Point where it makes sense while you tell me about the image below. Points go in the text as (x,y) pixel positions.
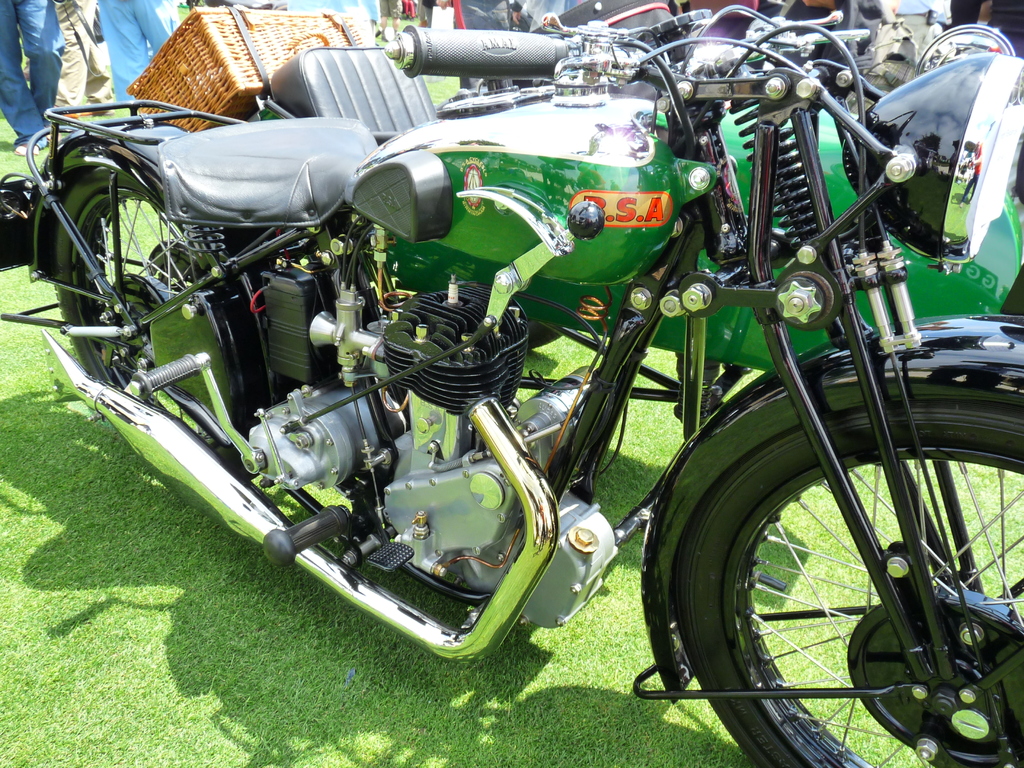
In this picture there is a bike (507,338), beside that I can see the baskets (251,62), seats (304,77) and other objects (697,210). At the top (114,17) I can see many people (348,12) who are standing on the ground (507,762). At the bottom (319,757) I can see the green grass (446,759).
